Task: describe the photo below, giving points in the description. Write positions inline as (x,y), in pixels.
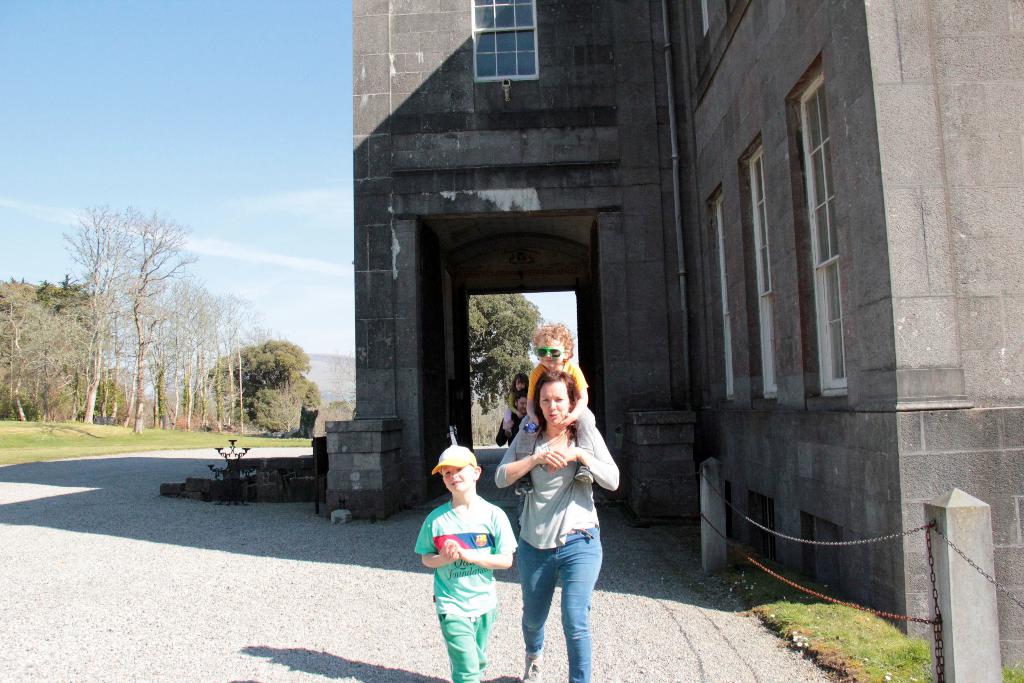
In the foreground of this image (494,638), there is a boy (456,639) walking and a boy (563,356) sitting on the shoulders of the woman (568,503). On the right (871,363), there is a building (872,415), railing (974,517) and few persons (520,410) and in the background (276,379), there are trees (180,416), grass (76,427), pavement (117,534), sky (224,252) and the cloud (221,256).
